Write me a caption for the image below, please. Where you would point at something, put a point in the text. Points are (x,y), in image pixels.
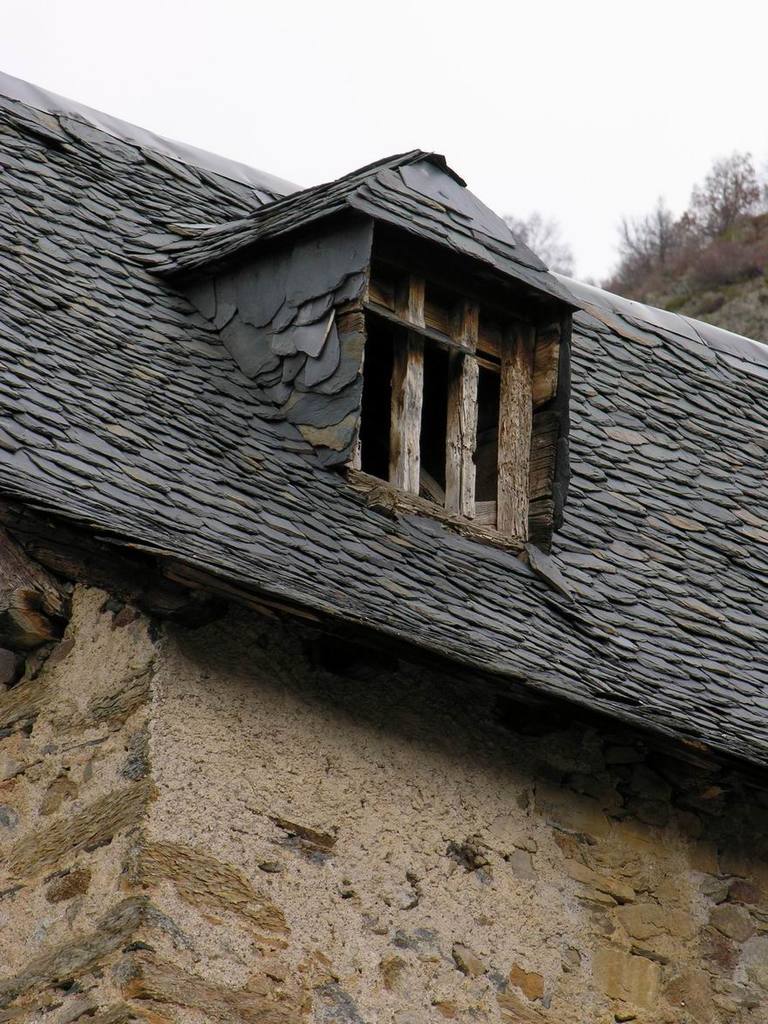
Here we can see wall (339,827), roof (384,509) and window (457,413). In the background (311,27) there are trees (716,239) and sky (498,212).
